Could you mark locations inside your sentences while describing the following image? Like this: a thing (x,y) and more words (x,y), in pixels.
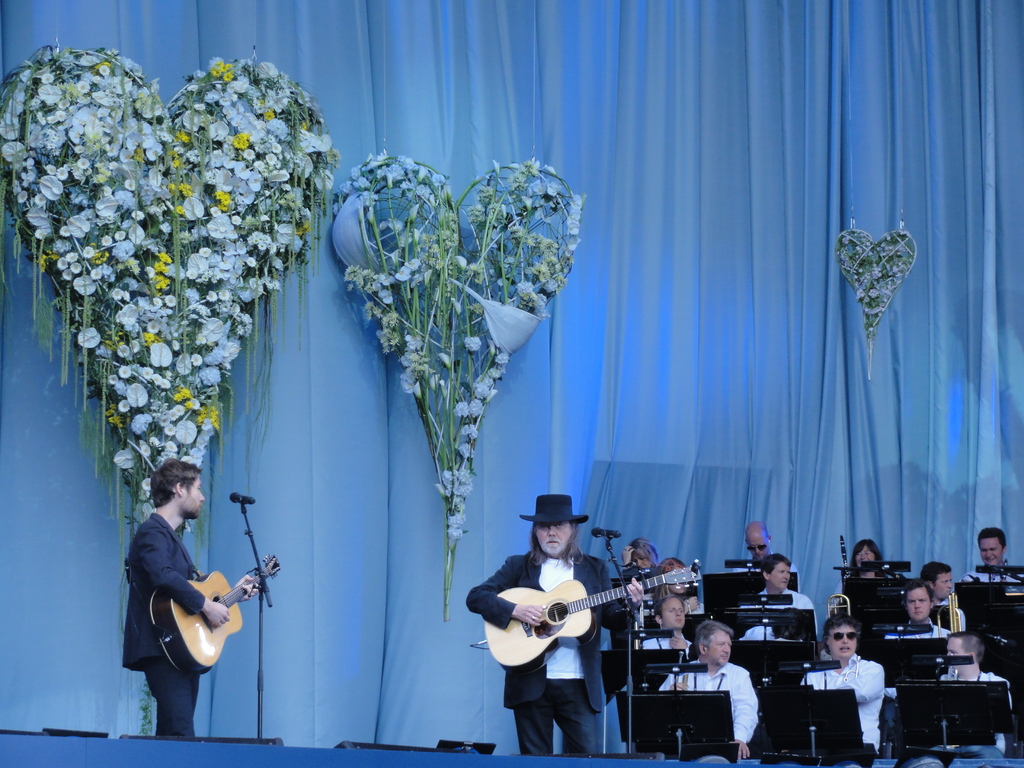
In the image we can see there are people (672,641) who are sitting on chair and there are two men (554,682) who are standing and holding guitar (169,649) in their hand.
